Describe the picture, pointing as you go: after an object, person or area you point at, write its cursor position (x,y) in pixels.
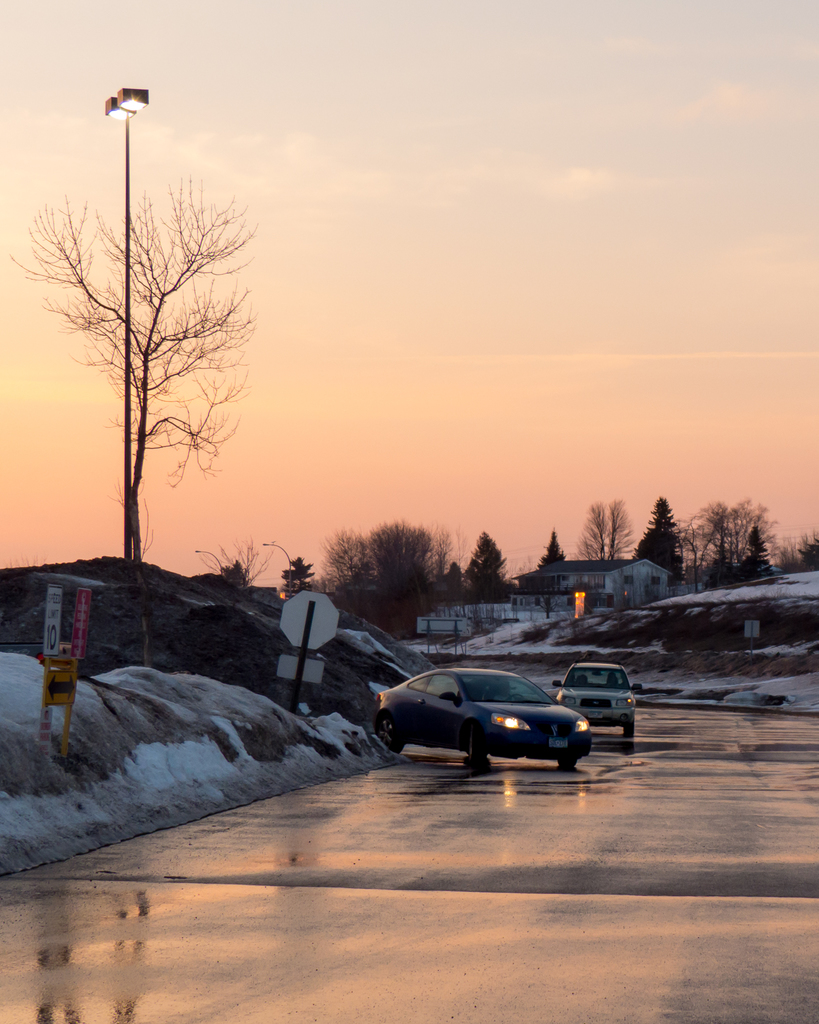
Here I can see two cars (535,724) on the road (472,899). On both sides of the road (539,1023) I can see the snow (291,730) and poles (44,737). In the background (403,598) there are some trees (408,583) and a building (621,582). On the top of the image (478,173) I can see the sky (380,231).
